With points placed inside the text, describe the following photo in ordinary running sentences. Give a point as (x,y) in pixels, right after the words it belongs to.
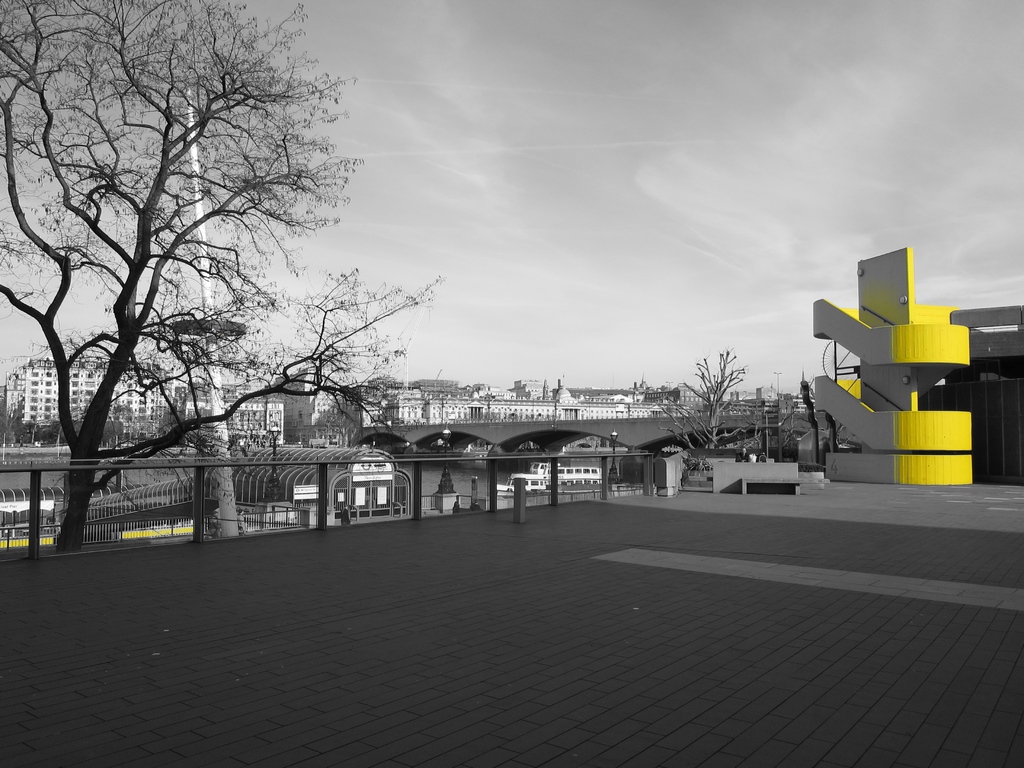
It is an edited image. In this image we can see the buildings (500,397), trees (83,435), bridge (751,418), pole (225,415) and also the fence (33,532). At the top (683,68) there is sky (637,222) and at the bottom (562,695) we can see the path (787,648).
